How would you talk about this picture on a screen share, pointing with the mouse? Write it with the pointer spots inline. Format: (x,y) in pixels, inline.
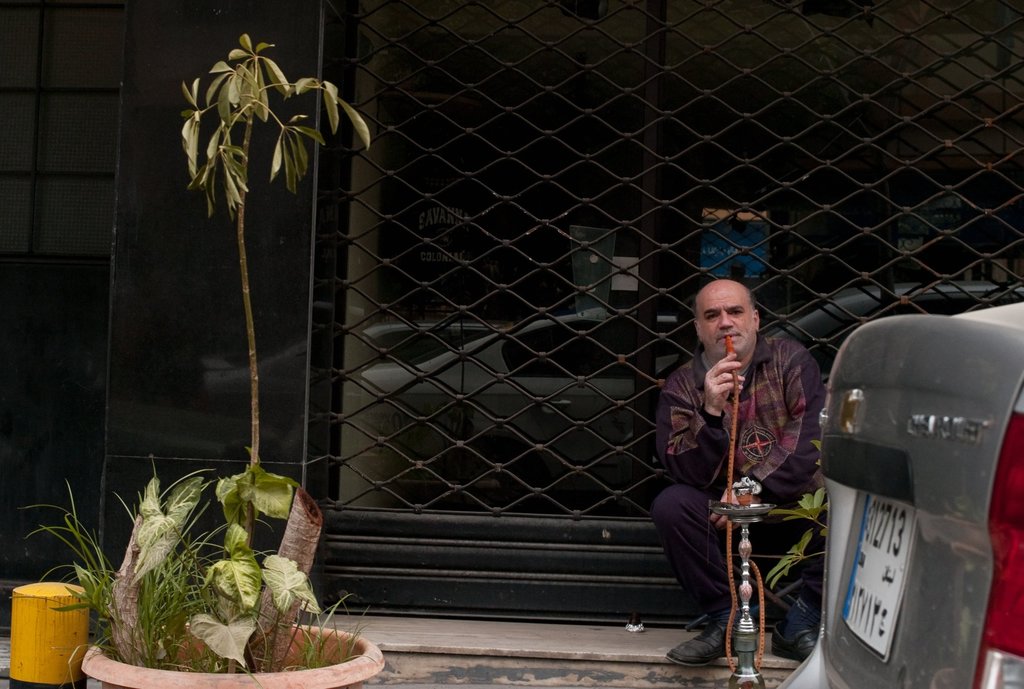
There is a person (750,300) sitting on a chair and holding and smoking hookah (764,504), on the footpath (640,632). In front of him, there is a vehicle (924,471) on the road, near a pot plant (216,639). In the background (449,591), there is a shutter (585,34).
